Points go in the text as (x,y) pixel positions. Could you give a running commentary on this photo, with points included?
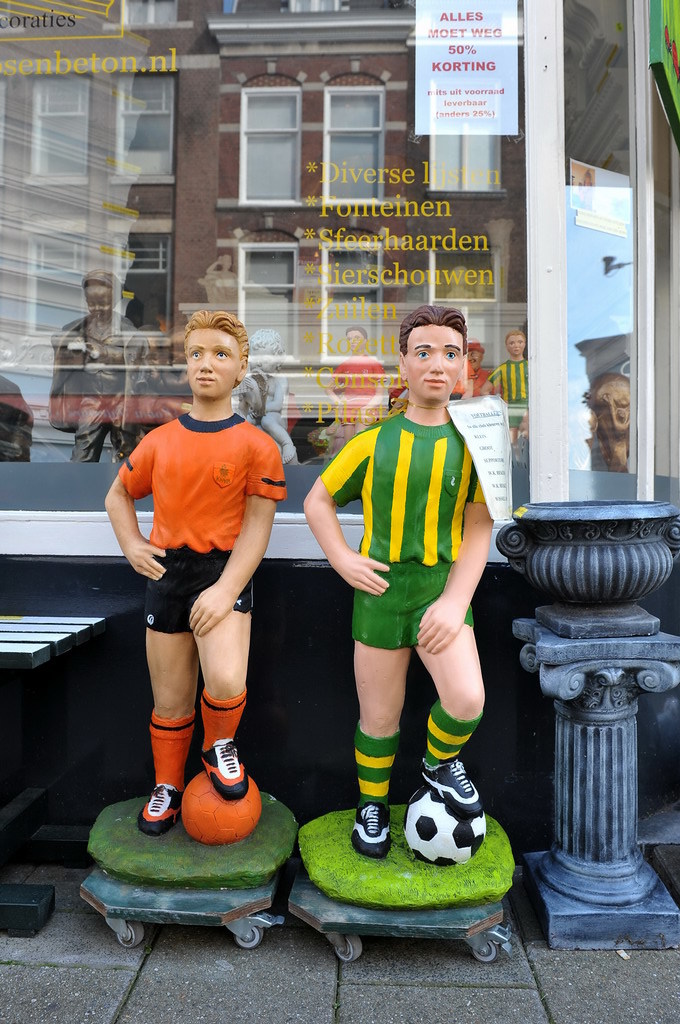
In the picture we can see a two statues (225,781) of the foot ball players (188,584) and standing and keeping a leg (235,782) on the balls (249,792) and they are on some plank (310,921) with wheels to it and placed near the glass wall (280,271) with a building image (280,261) and some wordings (388,209) on it.
